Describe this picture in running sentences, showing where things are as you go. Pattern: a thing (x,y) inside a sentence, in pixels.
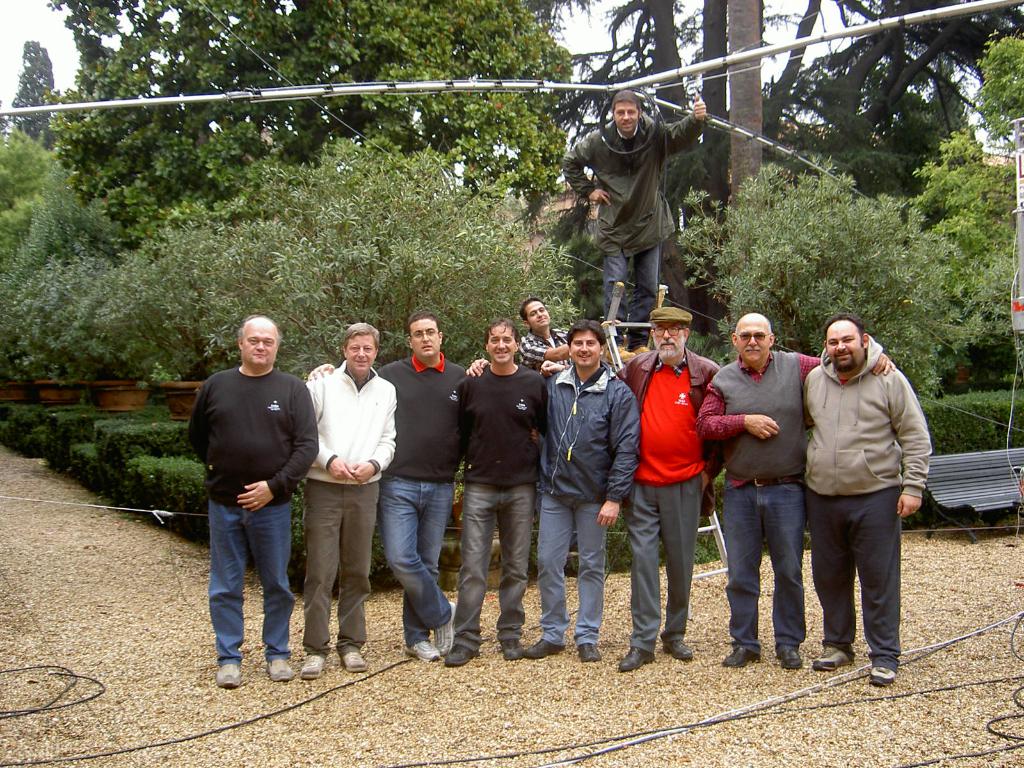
In this image I see a group of men (912,437) standing in front (921,428) and all of them are smiling. Behind the group of men (517,449) I see a man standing and another man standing on the ladder (622,333). In the background (560,93) I see a lot of trees (91,46) and bushes (71,309) and a bench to the right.
